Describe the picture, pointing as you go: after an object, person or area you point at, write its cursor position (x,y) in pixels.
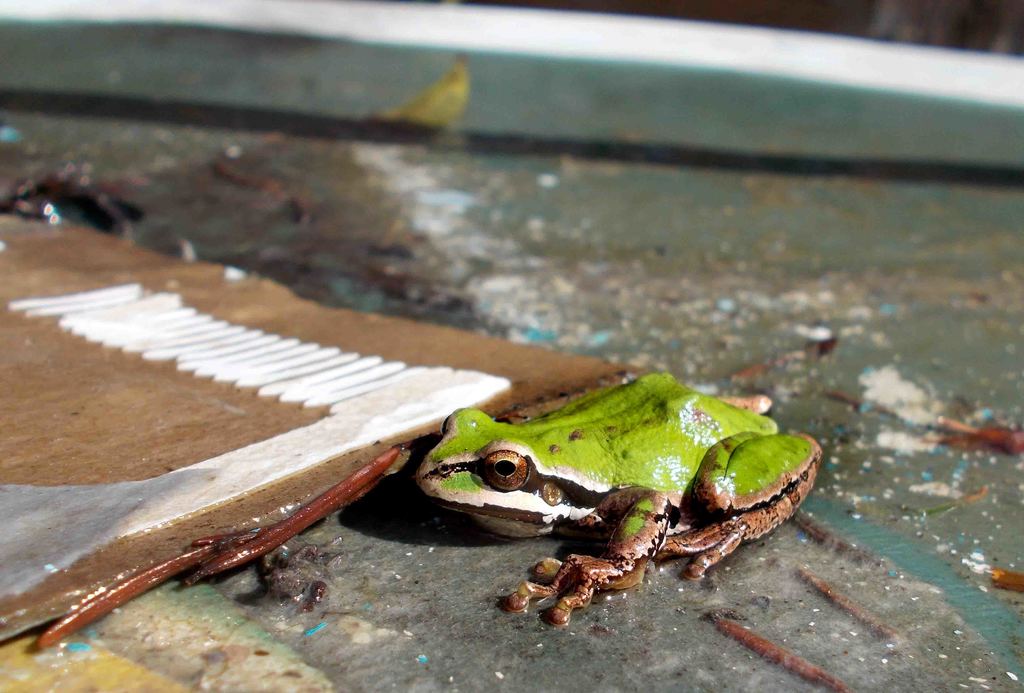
There is a green and brown color frog (608,454). Near to that there is a brown and white color board (171,365). In the background (635,135) it is blurred.
